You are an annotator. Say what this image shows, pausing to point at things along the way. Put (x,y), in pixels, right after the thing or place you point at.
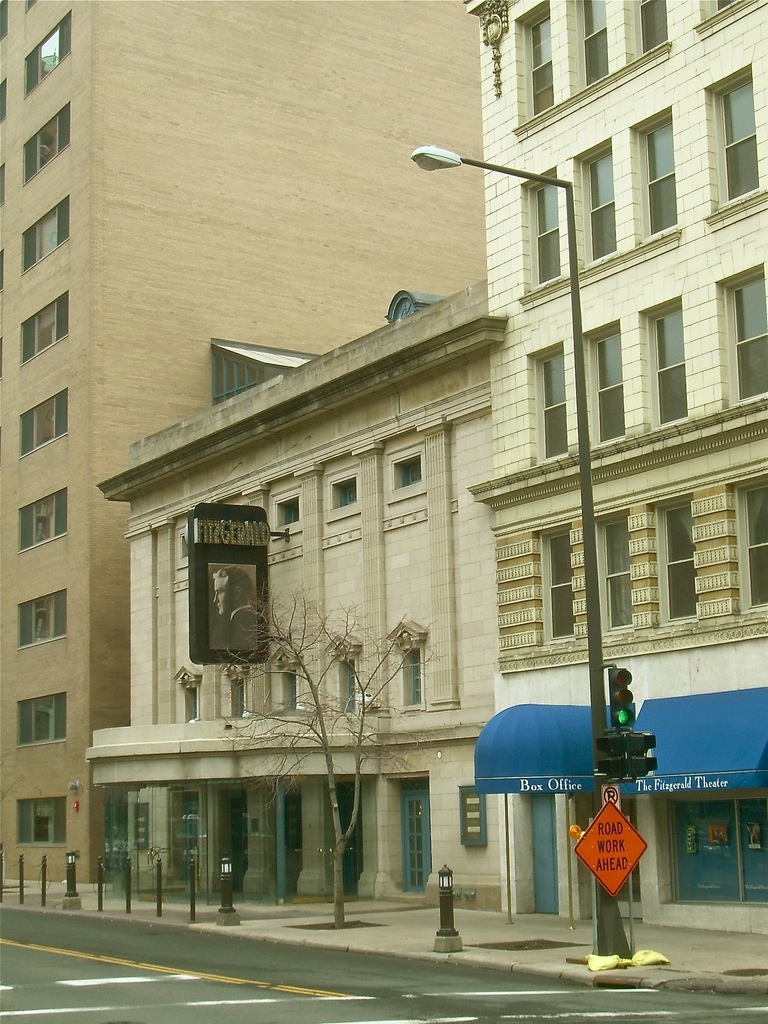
In this picture we can see white color building (526,848). In front there is a small shop (550,871) with blue canopy shed (656,793). In the front (606,729) we can see the electric pole (601,679), signal lights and road (162,981).
